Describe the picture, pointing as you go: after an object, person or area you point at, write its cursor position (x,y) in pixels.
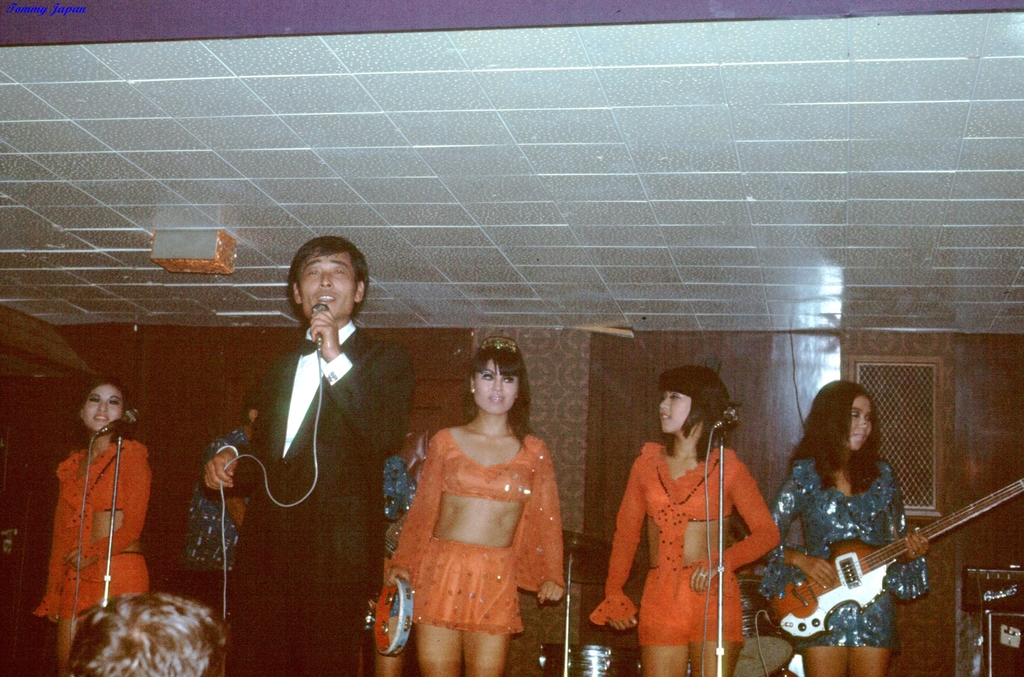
This image is clicked in a musical concert. There are people (544,463) Standing and holding musical instruments (781,600). Some of them are wearing orange dress (771,534) and some are wearing blue dress (855,640). The one who is in the front (377,473) is holding Mike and he is wearing black color dress (357,465).
